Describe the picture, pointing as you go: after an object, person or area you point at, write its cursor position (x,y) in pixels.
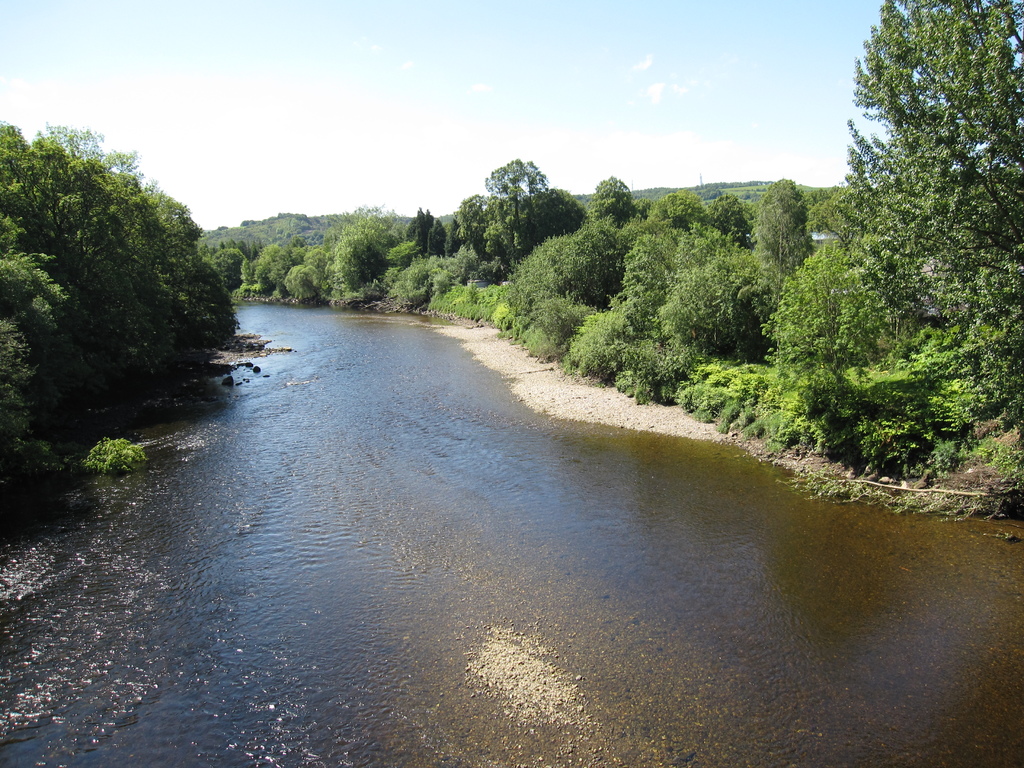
In this image we can see a river (338,447). On the sides of the river (344,487) there are trees (710,257). In the background (415,73) there is sky (383,97).
